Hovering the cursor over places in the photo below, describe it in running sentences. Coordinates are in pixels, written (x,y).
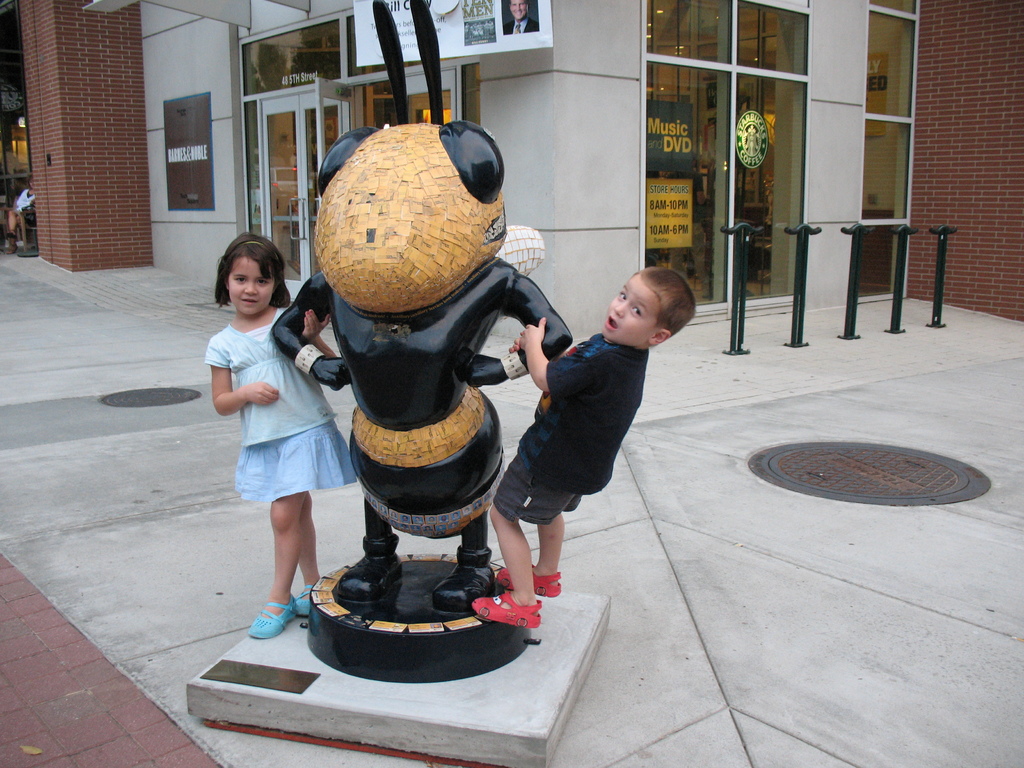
In this image, in the middle (477,332), we can see a statue (453,488) and two kids (519,444) are holding a statue (495,424). In the background (884,270), we can see a glass window (16,144), brick wall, hoardings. At the bottom (882,558), we can see a land (665,691).
